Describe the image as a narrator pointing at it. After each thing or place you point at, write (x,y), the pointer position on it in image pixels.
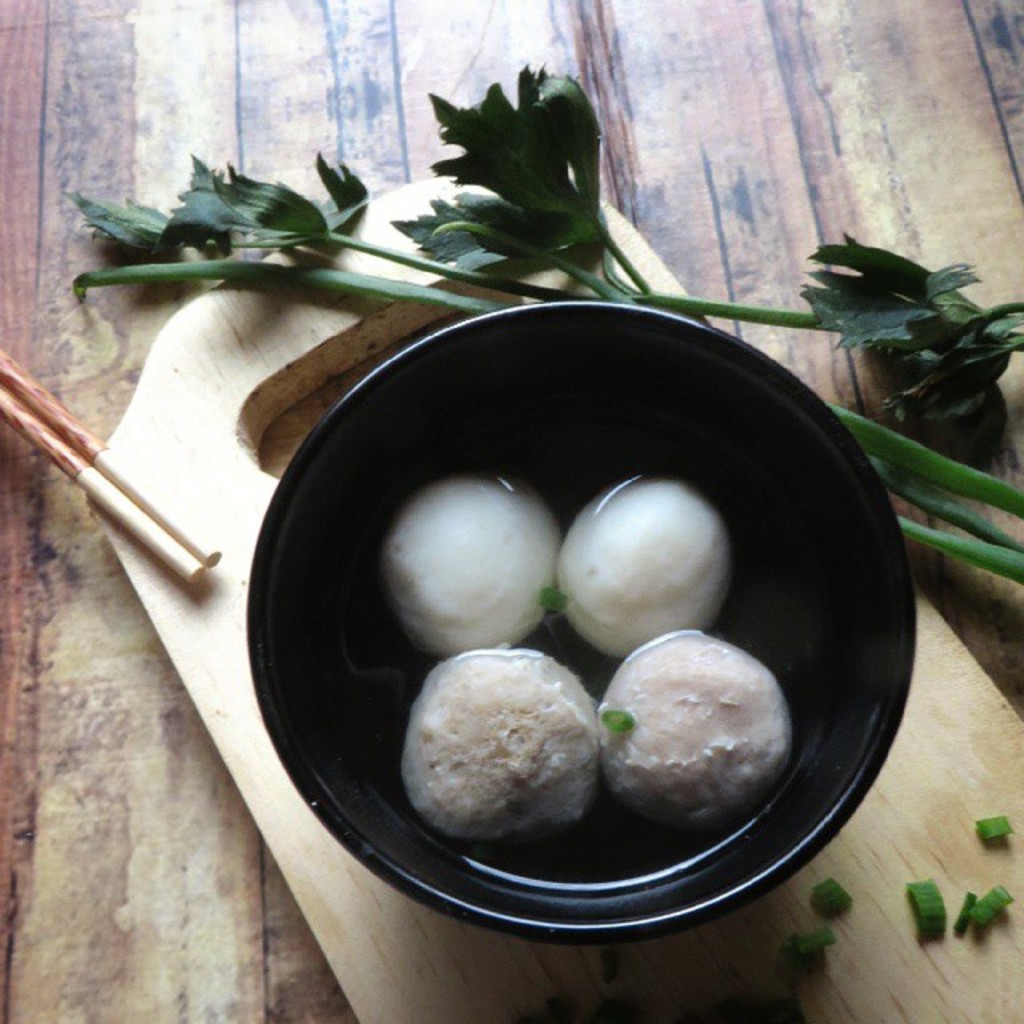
This is the wooden table (783,118). I can see a bowl (789,487) with food item (498,486), chopsticks (158,545), wooden cutting board (200,399) and leafy vegetable (915,461).
